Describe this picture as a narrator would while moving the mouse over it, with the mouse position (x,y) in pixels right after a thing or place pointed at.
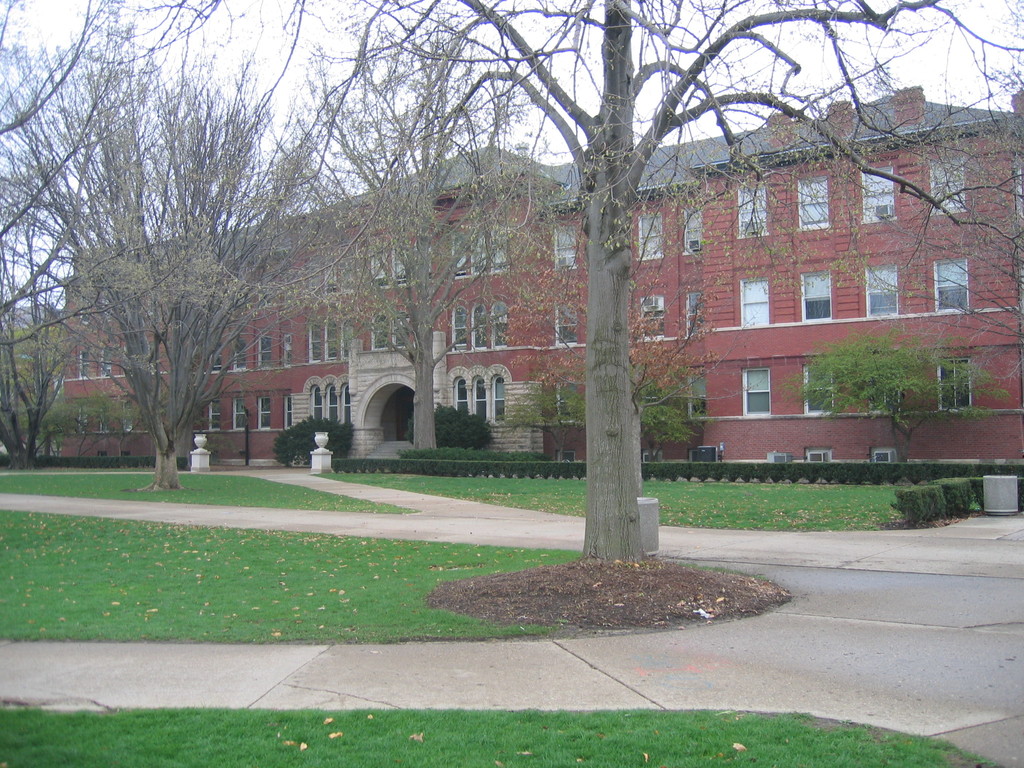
In this image we can see red color big building (562,348), so many trees (421,448), plants (654,414), bushes (938,502) and green grass (161,715) on the ground (865,505). There are some pillars (317,462), roads (15,506) and at the top (258,57) there is the sky (245,23).
